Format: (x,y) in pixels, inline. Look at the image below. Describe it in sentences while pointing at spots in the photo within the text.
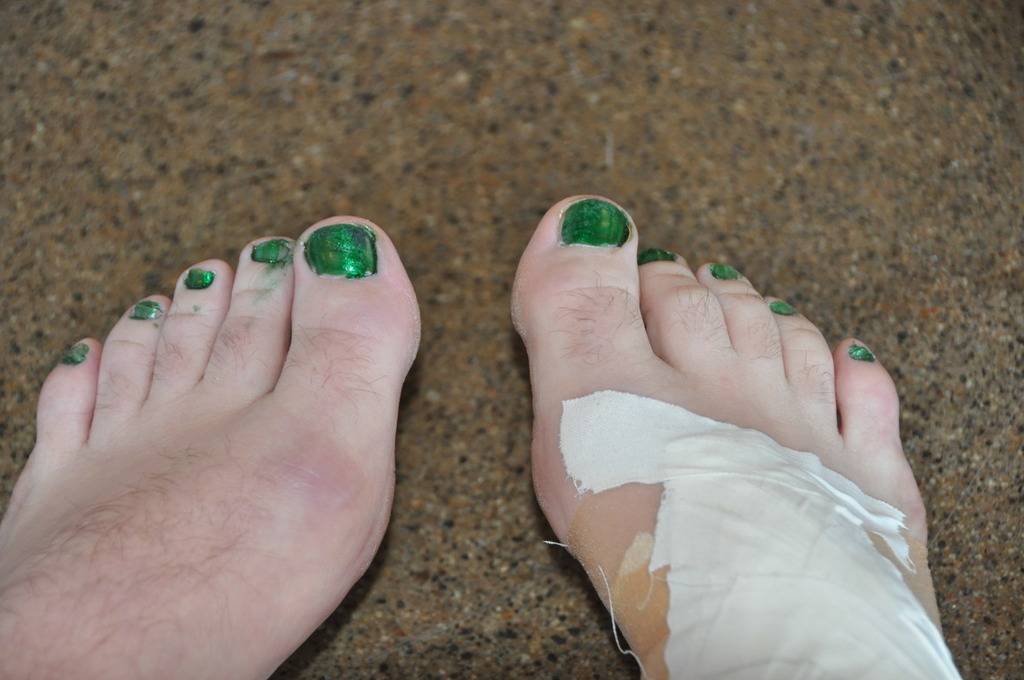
In this image there is bandage (734,525) on the feet (136,448) of a person (276,474).
